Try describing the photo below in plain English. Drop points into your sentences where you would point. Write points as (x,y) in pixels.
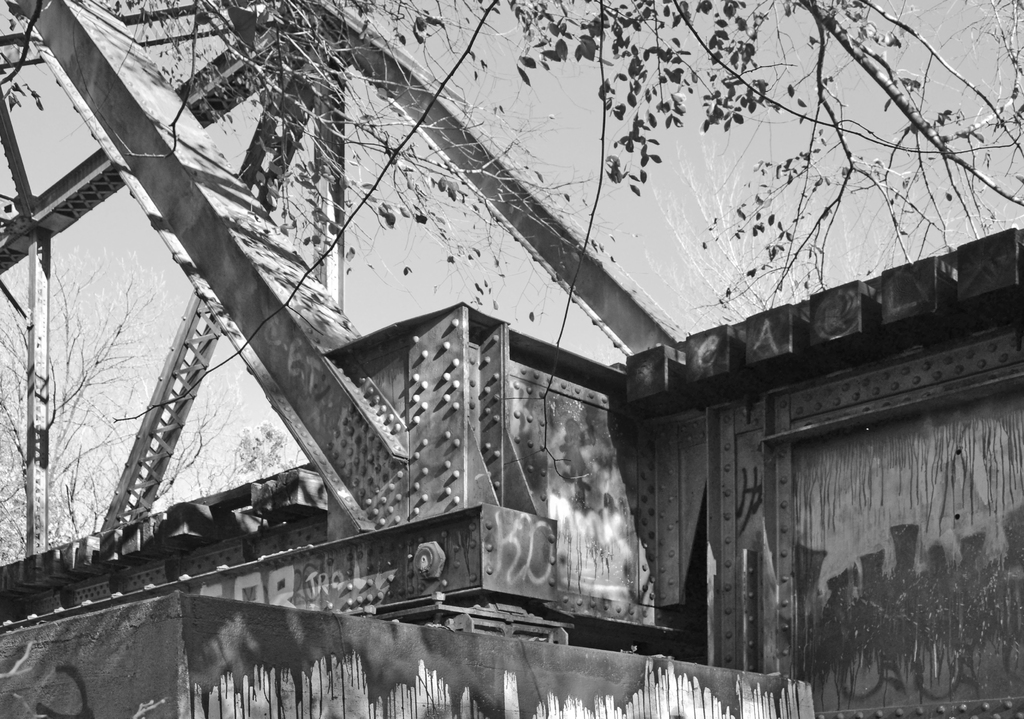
In this picture I can see trees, an object (349,503) which has some metal rods (371,564). In the background (45,73) I can see the sky (45,73). This picture is black and white in color.
